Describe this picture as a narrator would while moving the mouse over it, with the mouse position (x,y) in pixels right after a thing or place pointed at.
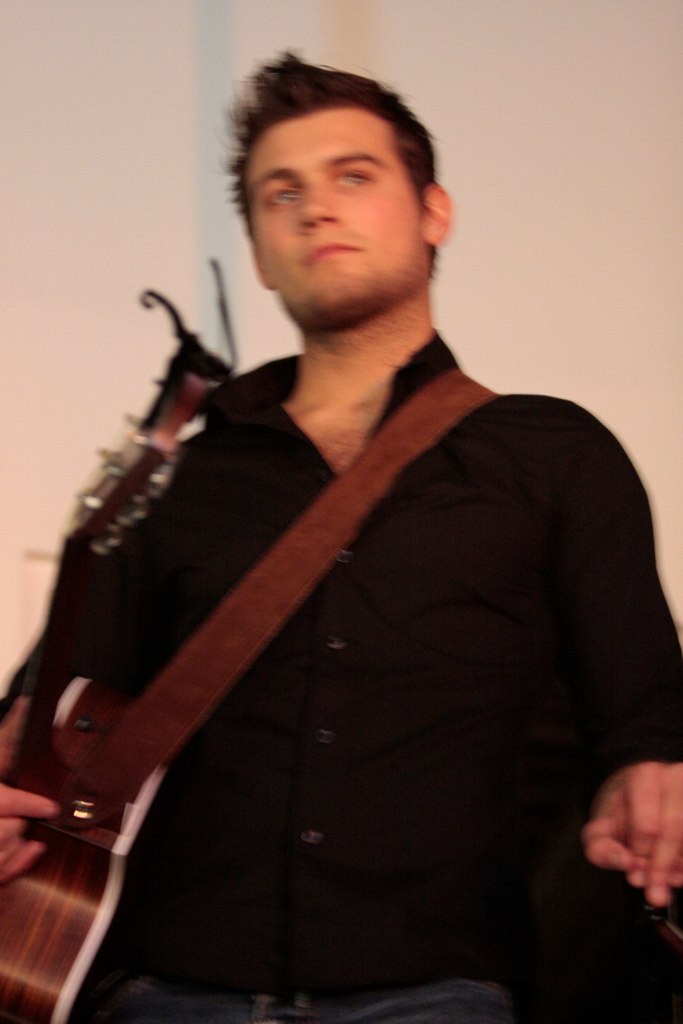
He's wearing a collared black shirt (514,500). He's wearing a guitar (55,652) and he's holding a guitar (67,760).
